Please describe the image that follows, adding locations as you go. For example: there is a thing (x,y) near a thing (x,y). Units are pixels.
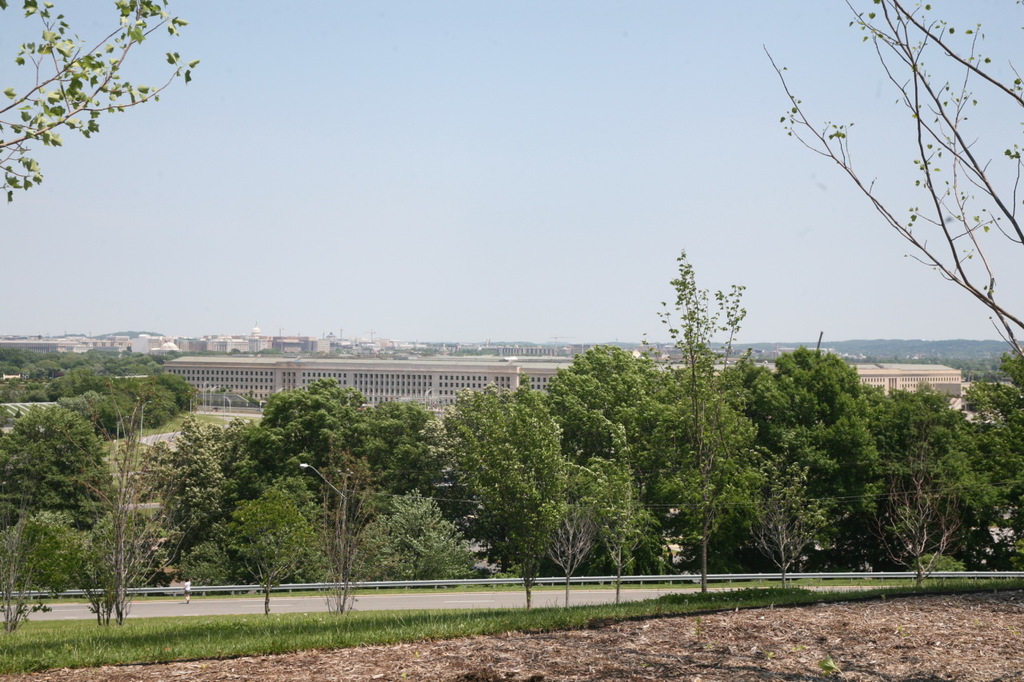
In the center of the image (572,374) we can see the sky (443,46), buildings (7,342), trees (11,523), fences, grass (455,618), poles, road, one person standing etc.
